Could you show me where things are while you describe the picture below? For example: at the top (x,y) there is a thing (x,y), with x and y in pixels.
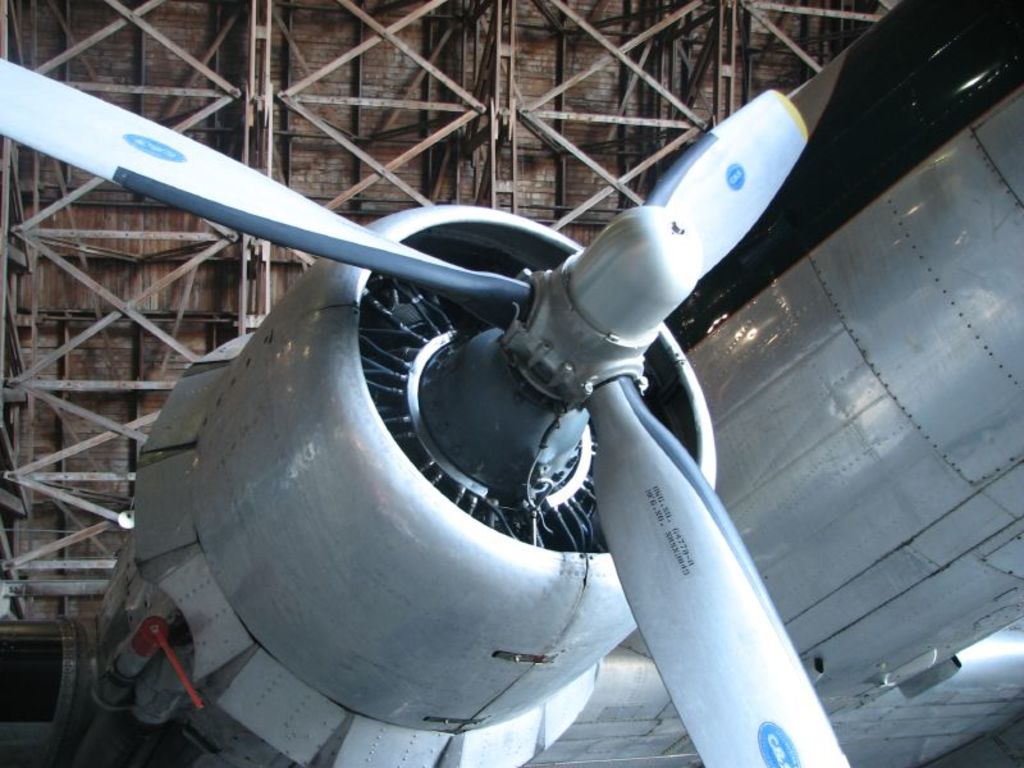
In the picture we can see a part of an aircraft engine (485,671) with a fan (741,696) and behind it, we can see the ceiling (294,171) with iron rods (90,190) to it.
